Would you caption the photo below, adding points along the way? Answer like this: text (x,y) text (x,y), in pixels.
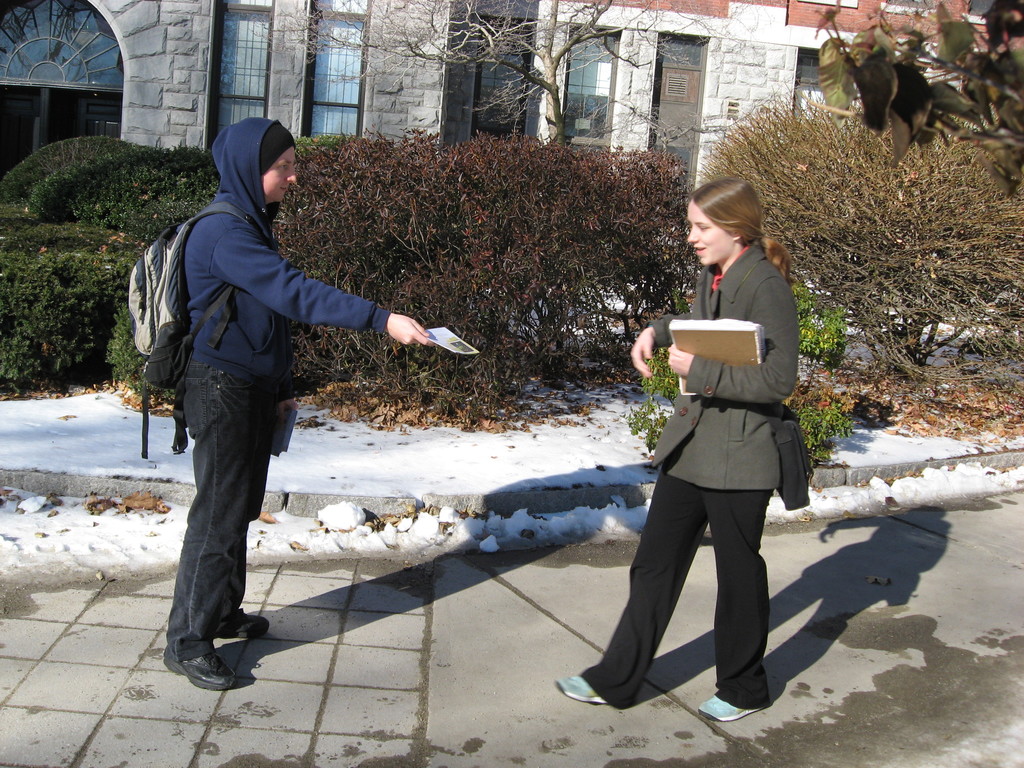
In this image I can see few buildings (801,6), windows (48,41), plants (363,346) and dry trees (349,341). In front (165,253) one person (223,345) is wearing the bag (180,249) and holding something and another person (741,385) is holding a book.
